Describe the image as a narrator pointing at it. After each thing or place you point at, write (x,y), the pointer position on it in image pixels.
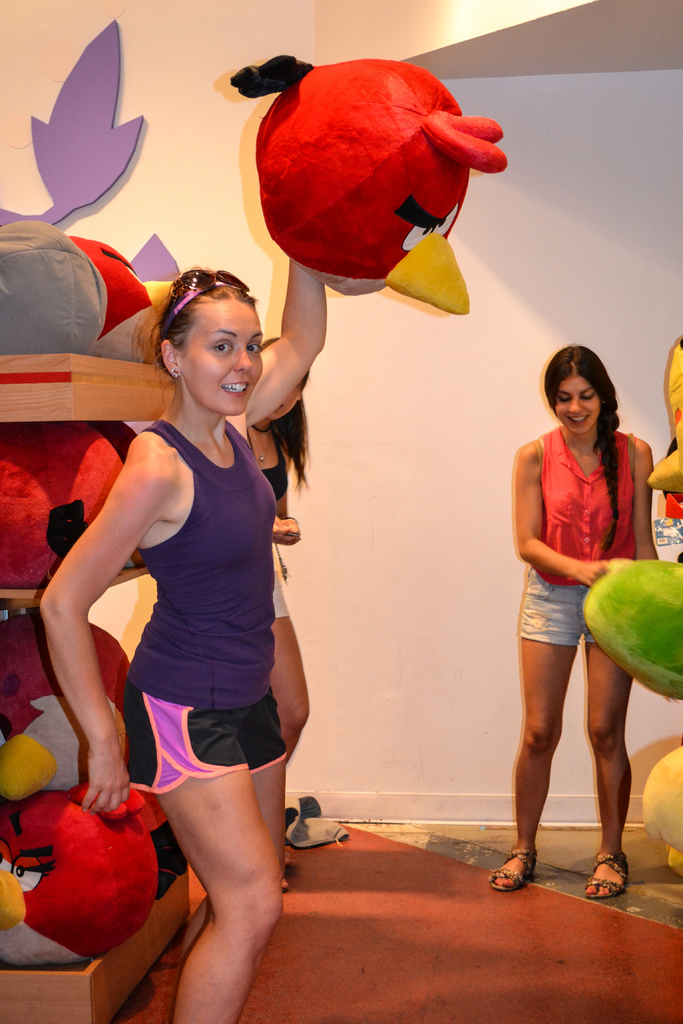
This image is taken indoors. At the bottom of the image (436,896) there is a floor (500,912). In the background (389,327) there is a wall (218,94) with a painting (125,163) on it. On the right side of the image (568,636) a girl (565,604) is standing on the floor (589,860) and there are a few toys (672,580). On the left side of the image (97,419) there are a few shelves (134,375) with many angry bird pillows (81,459) on them and two girls (267,594) are standing on the floor (267,1002) and a girl (191,444) is holding an angry bird pillow (282,235) in her hand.
